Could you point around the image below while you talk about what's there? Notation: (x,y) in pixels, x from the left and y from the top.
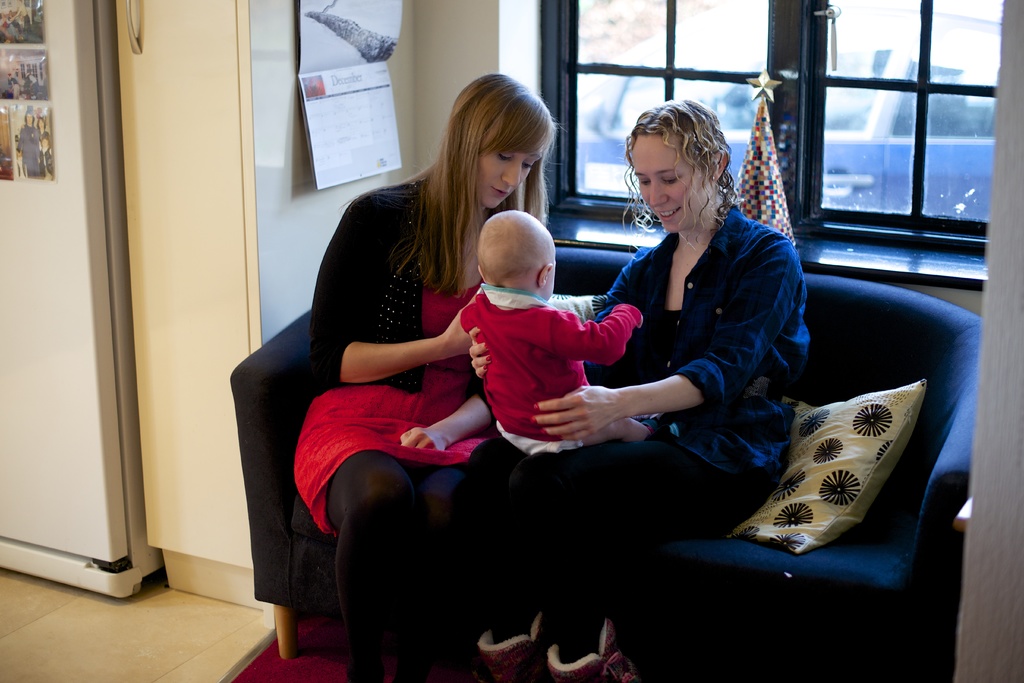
In this picture we can see two women (706,497) are sitting, among them one woman (557,409) is holding a baby (542,365), beside we can see windows (716,70) to the wall (446,16).
